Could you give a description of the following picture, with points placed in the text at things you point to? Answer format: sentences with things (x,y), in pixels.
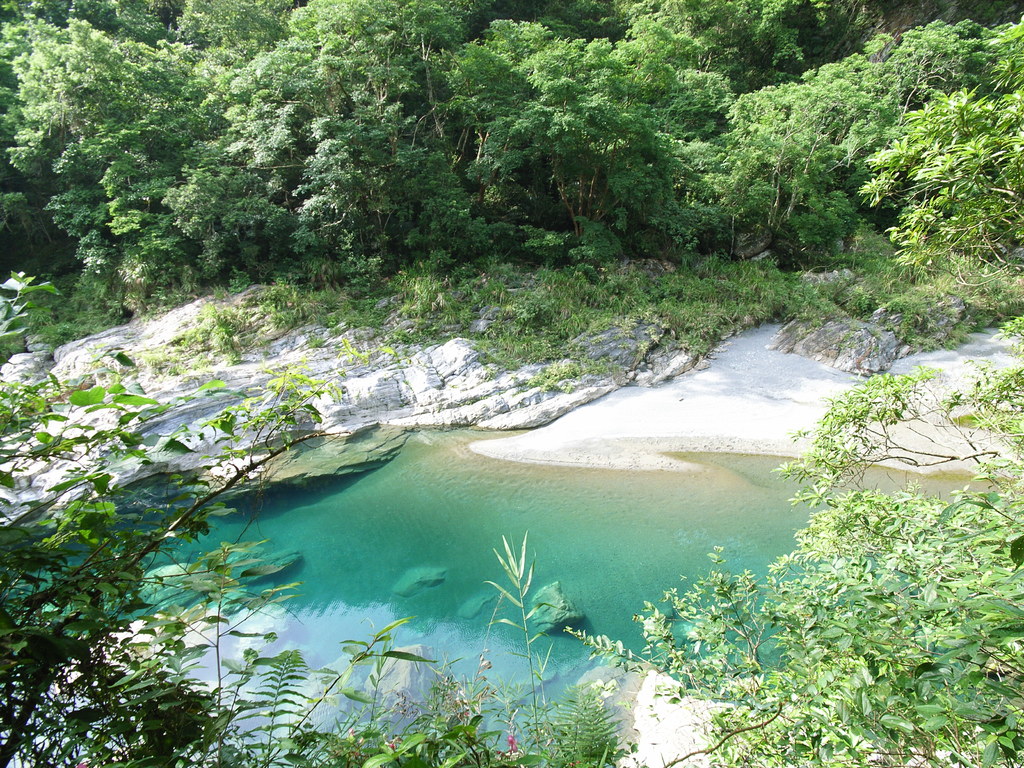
In the center of the image (456,456) there is a lake (300,646) and we can see trees (984,654). There are rocks (395,393).
